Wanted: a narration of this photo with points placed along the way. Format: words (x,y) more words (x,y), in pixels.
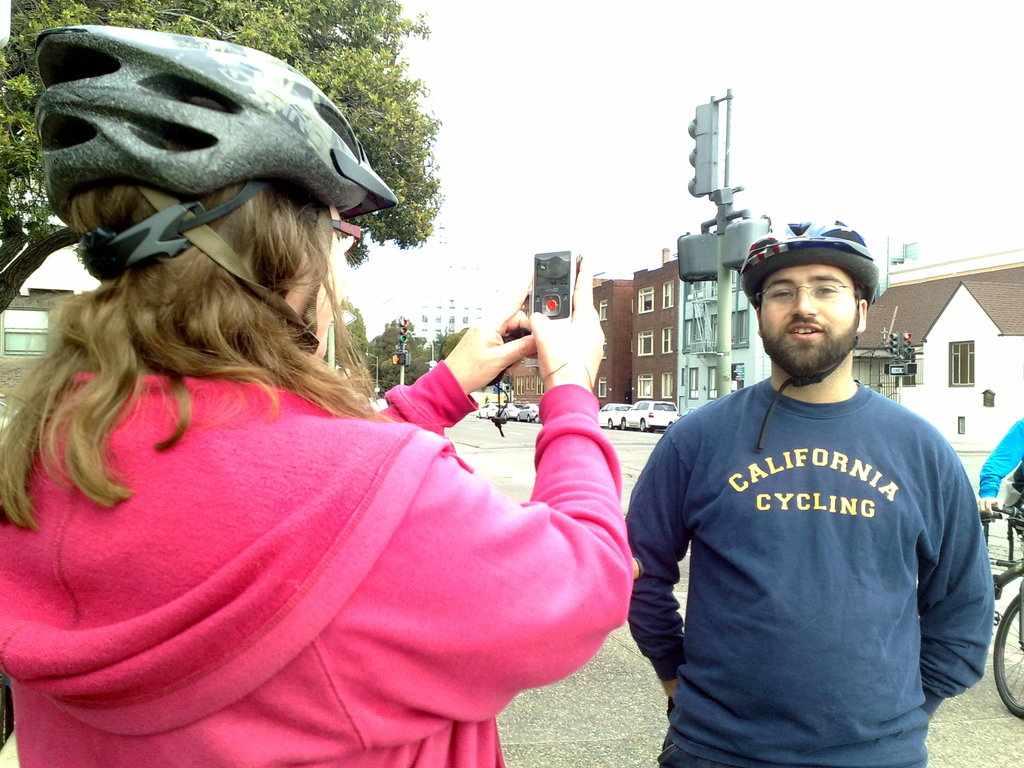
In this image I can see a person (281,543) wearing pink colored dress (237,536) and black color helmet (195,182) is standing and holding a mobile (554,286). I can see a person (890,445) standing and in the background (1008,571) I can see few buildings (862,369), few trees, few poles (720,273), the road (631,443), few vehicles (621,407) on the road (628,459), few traffic signals (707,275), a person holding a bicycle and the sky (687,108).
